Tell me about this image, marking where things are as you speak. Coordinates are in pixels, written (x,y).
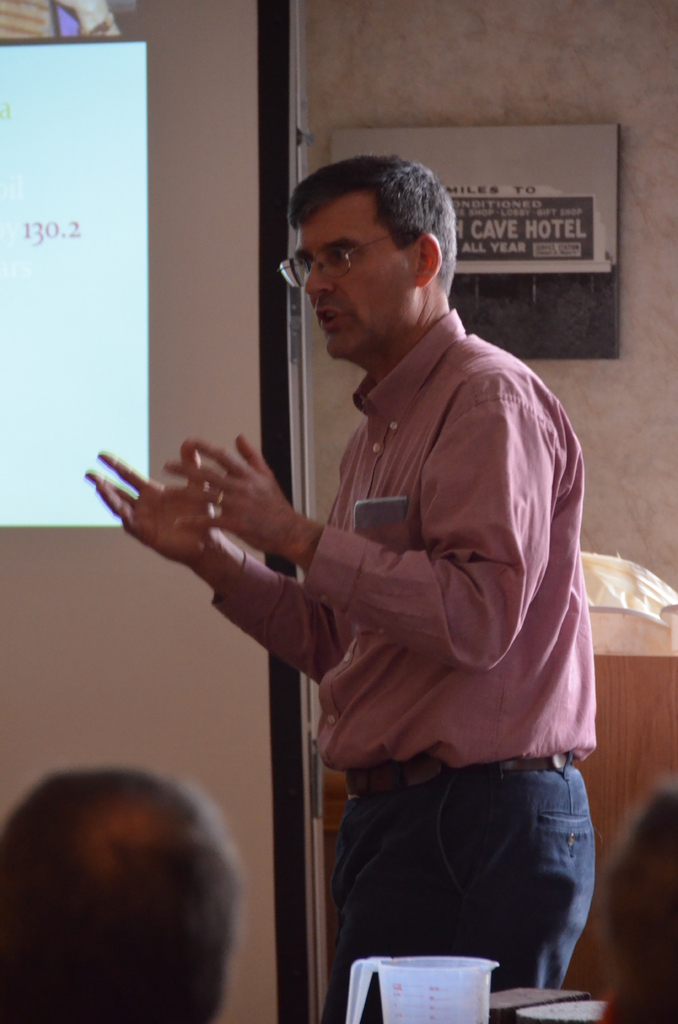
In this picture we can see a person (554,643) standing and talking, we can see a person head (173,923), mug (407,979) and display (52,443) on the board (22,531).
